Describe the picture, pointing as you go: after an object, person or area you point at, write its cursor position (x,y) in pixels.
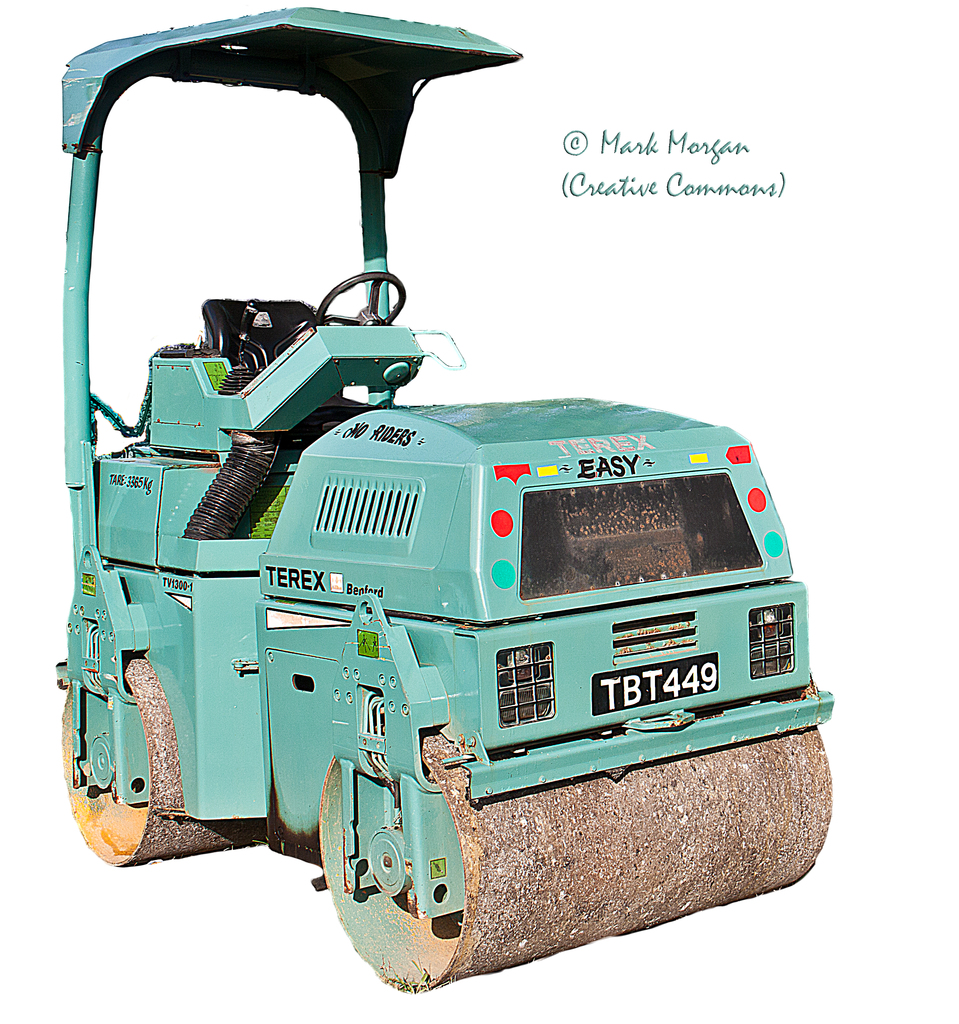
In this image we can see a vehicle (350,857) and we can also see the text (635,167).
